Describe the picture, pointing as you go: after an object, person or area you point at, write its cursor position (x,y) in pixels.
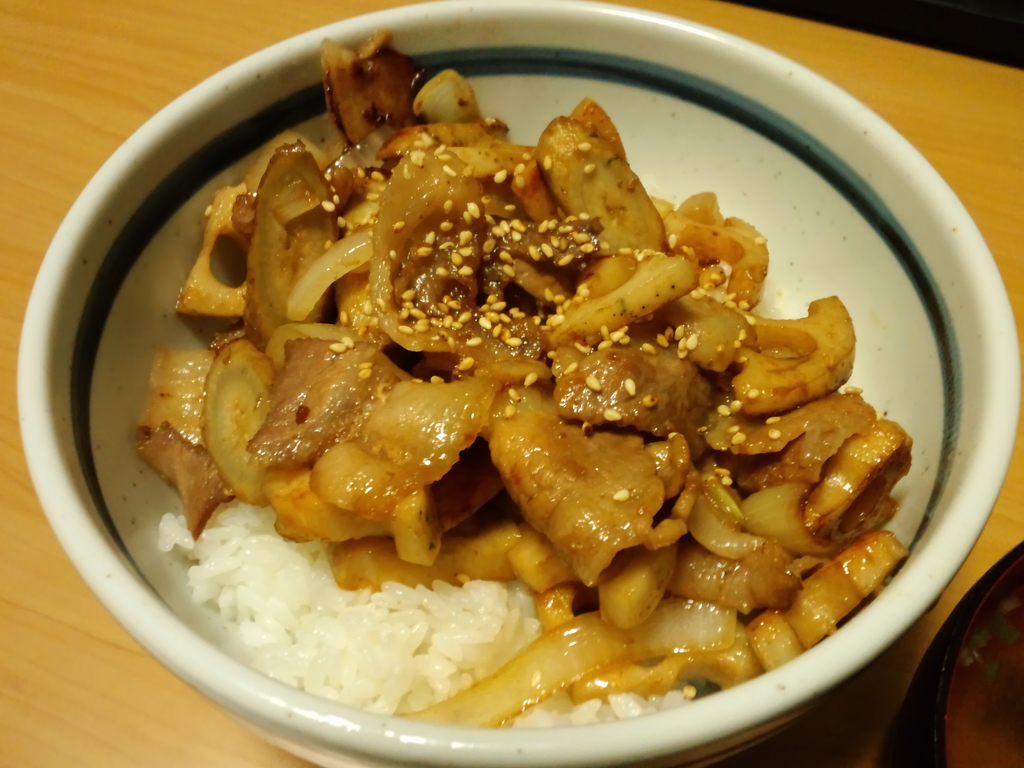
In this image there is a table (816,746), on that table (1023,481), we can see a bowl (915,239), inside a bowl (897,239), we can see some food item (685,354). On the right corner of the table (1021,500), we can see an edge (1013,566) of the other bowl (1021,626).
